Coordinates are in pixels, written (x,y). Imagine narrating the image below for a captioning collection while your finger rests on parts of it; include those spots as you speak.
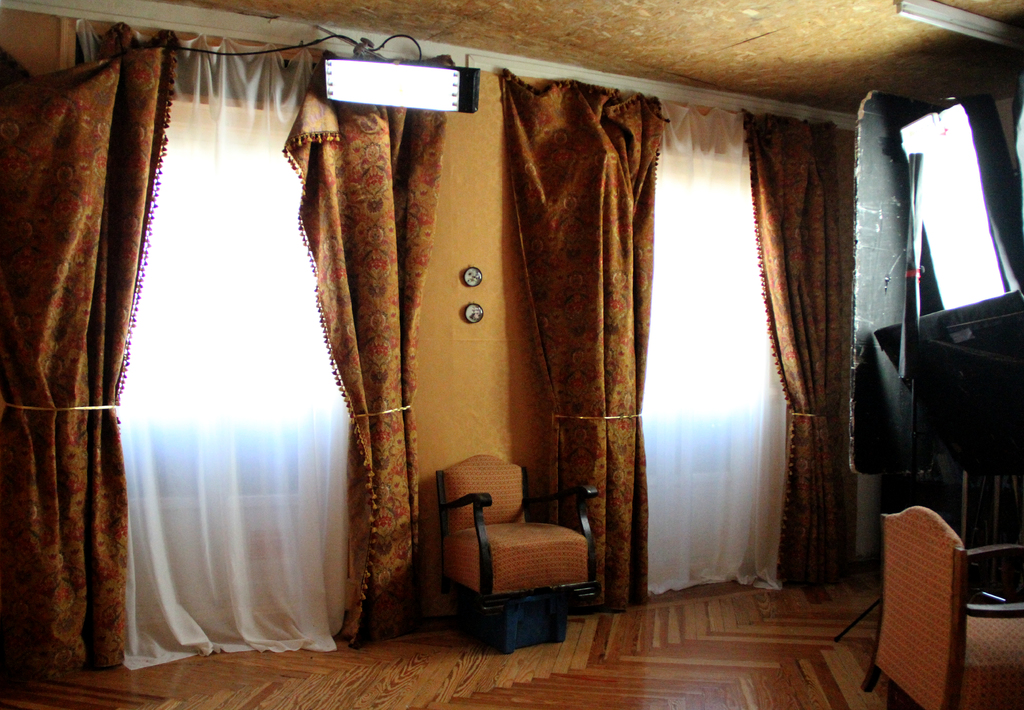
In this image there is a wooden floor (726,670), on that there are chairs (943,624), in the background (452,209) there is a wall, for that wall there are curtains (658,220), at the top (683,20) there is a ceiling (799,75) and there are lights (430,94).
